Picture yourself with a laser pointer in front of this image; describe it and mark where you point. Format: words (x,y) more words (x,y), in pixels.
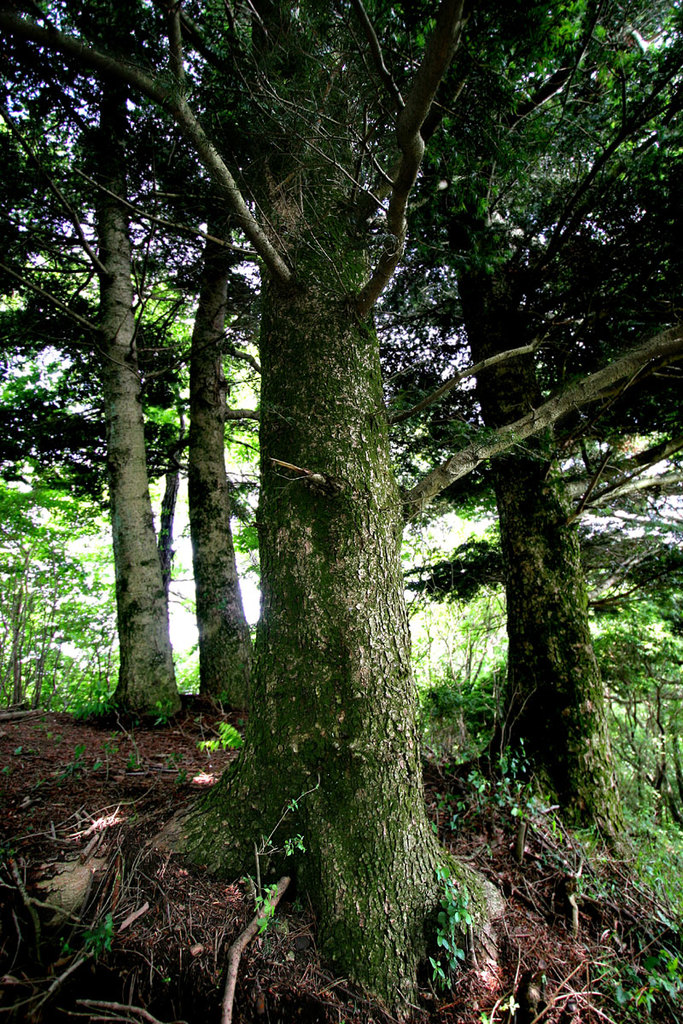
In this image we can see trees (285,607) and plants (418,610).
